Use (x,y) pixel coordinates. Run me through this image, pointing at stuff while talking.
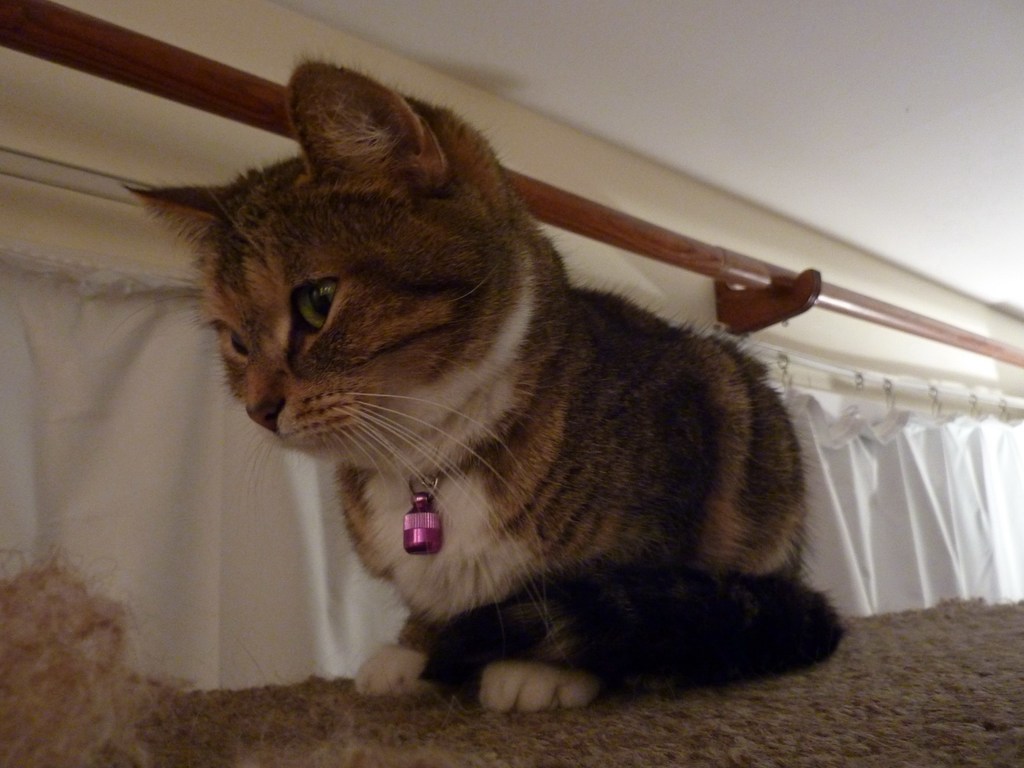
As we can see in the image there is a cat (424,654), white color cloth (242,504) and wall (612,167).
